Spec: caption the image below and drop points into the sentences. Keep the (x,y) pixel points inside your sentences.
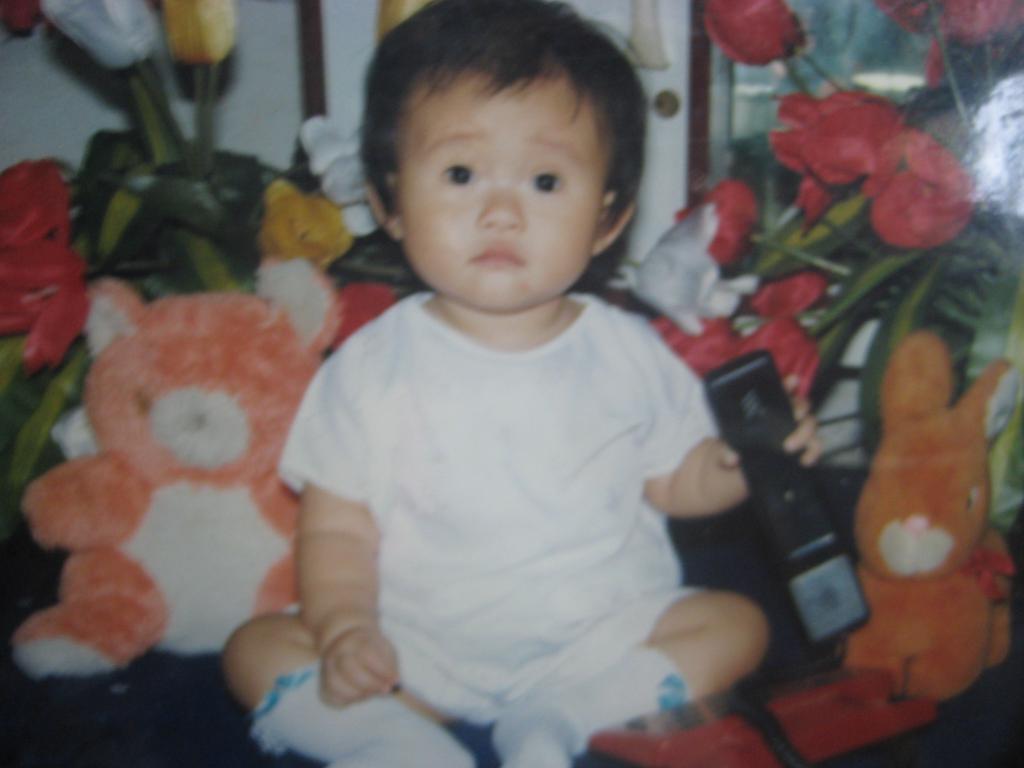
There is a kid (583,688) sitting and holding an object (803,471) and we can see dolls (896,578). Behind this kid (795,449) we can see plants (108,232), flowers (900,128) and wall (329,31).
